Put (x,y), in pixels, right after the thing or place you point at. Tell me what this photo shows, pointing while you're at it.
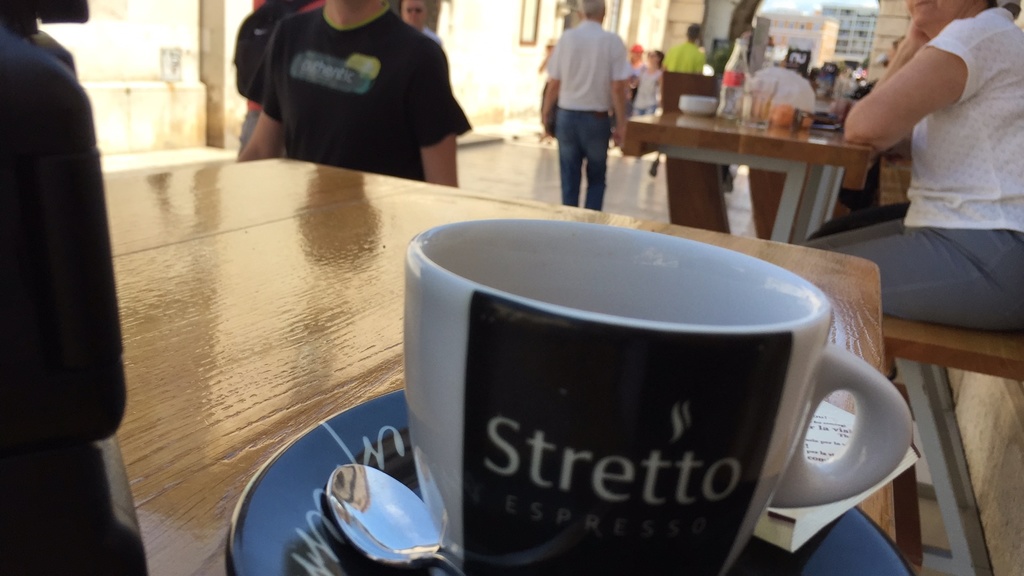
In this image I can see few people (429,178) where few of them are sitting and rest all are standing. I can also see few table (385,199) and on these tables (359,276) I can see cup (531,321), plate (400,479), a spoon (403,487) and a bottle (726,66).
